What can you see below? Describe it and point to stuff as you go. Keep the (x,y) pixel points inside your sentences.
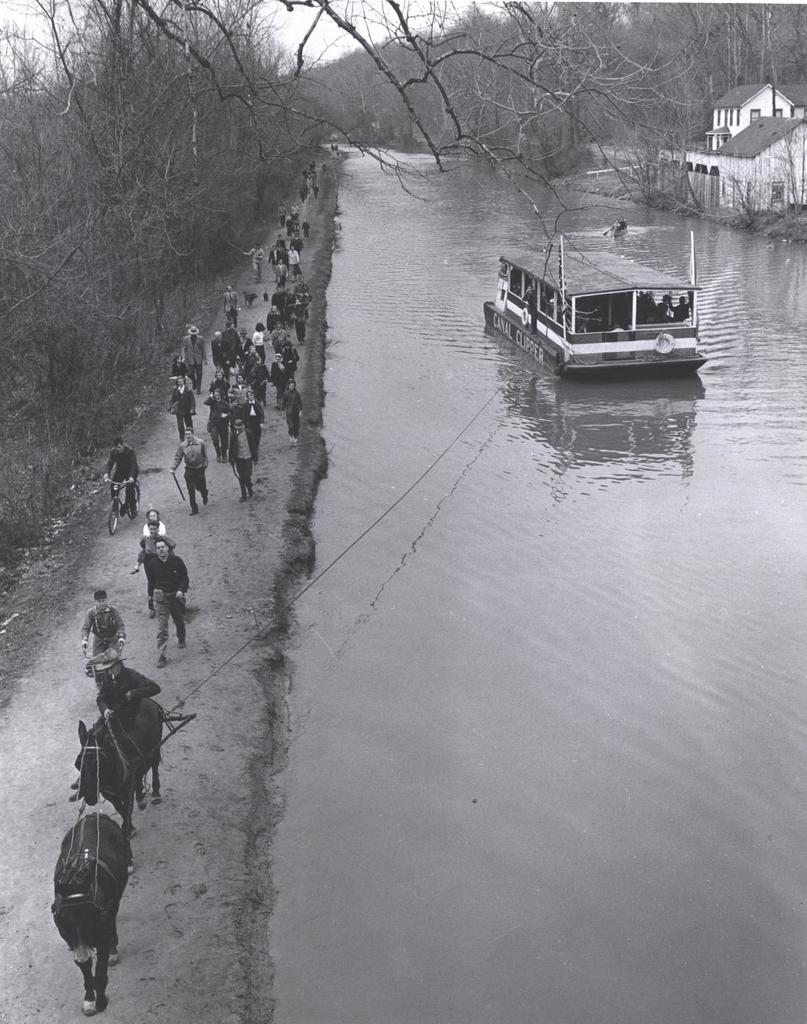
In the image we can see there are people (95,651) standing on the footpath (283,470) and beside there is a boat (599,347) in the water (601,454) in which people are sitting. Behind there is a building (698,171) and there are lot of trees (489,99) in the image. The image is in black and white colour.
